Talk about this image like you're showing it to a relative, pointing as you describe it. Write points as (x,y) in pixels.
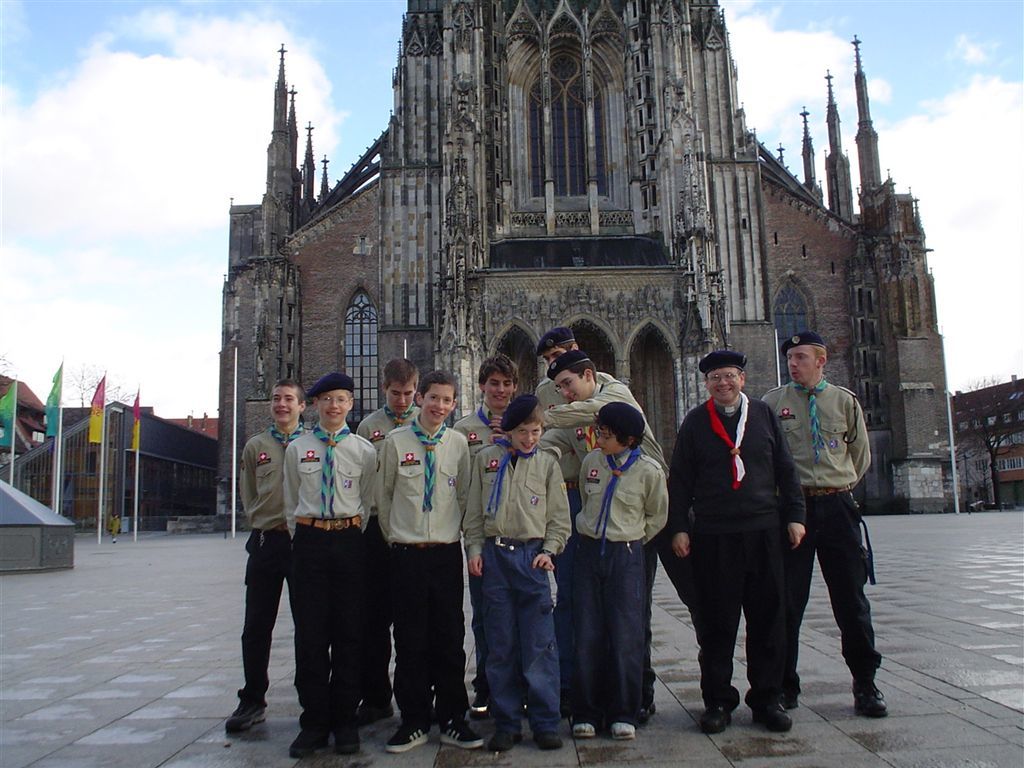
In this image I see number of children (555,390) who are standing and I see that all of them are wearing same uniform (572,453) and this man (683,476) is wearing black color dress (748,512) and I see that few of them are smiling and I see the path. In the background (321,110) I see the buildings (879,357) and I see the flags (57,427) over here and I see the cloudy sky (938,314).
